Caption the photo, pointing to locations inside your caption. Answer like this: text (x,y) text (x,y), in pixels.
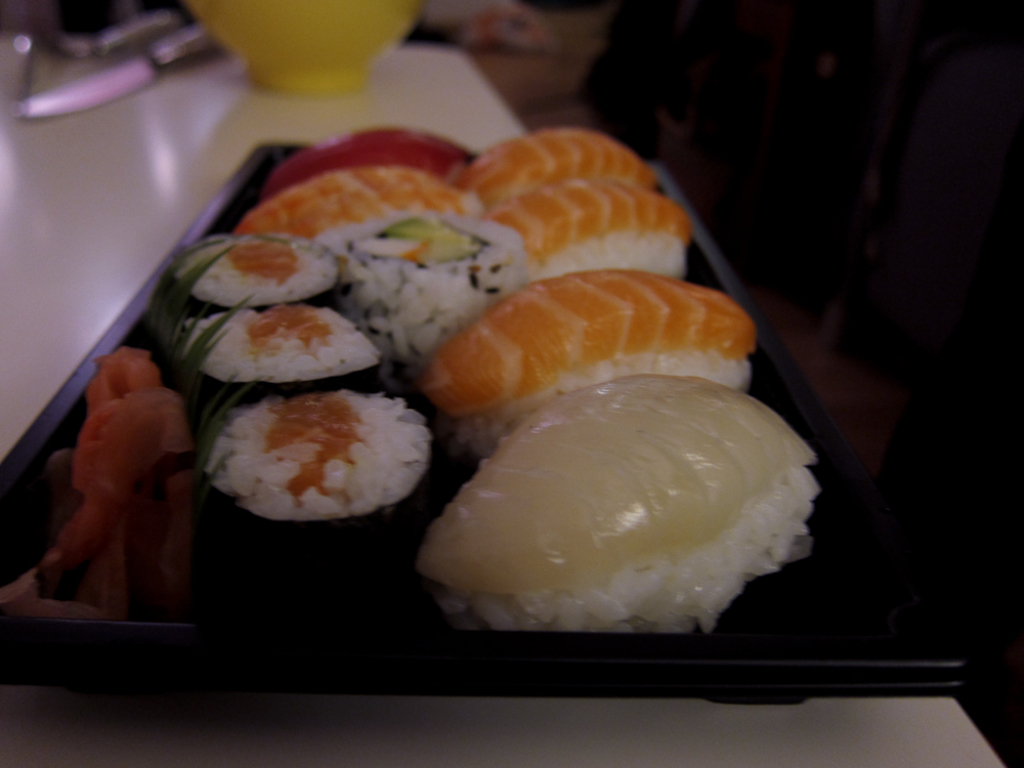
In this image I can see the food items (566,411) in the black color tray (689,650). Food (556,622) is in white, orange, cream and red color. I can see few objects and the tray (414,386) is on the white color surface (379,112).
